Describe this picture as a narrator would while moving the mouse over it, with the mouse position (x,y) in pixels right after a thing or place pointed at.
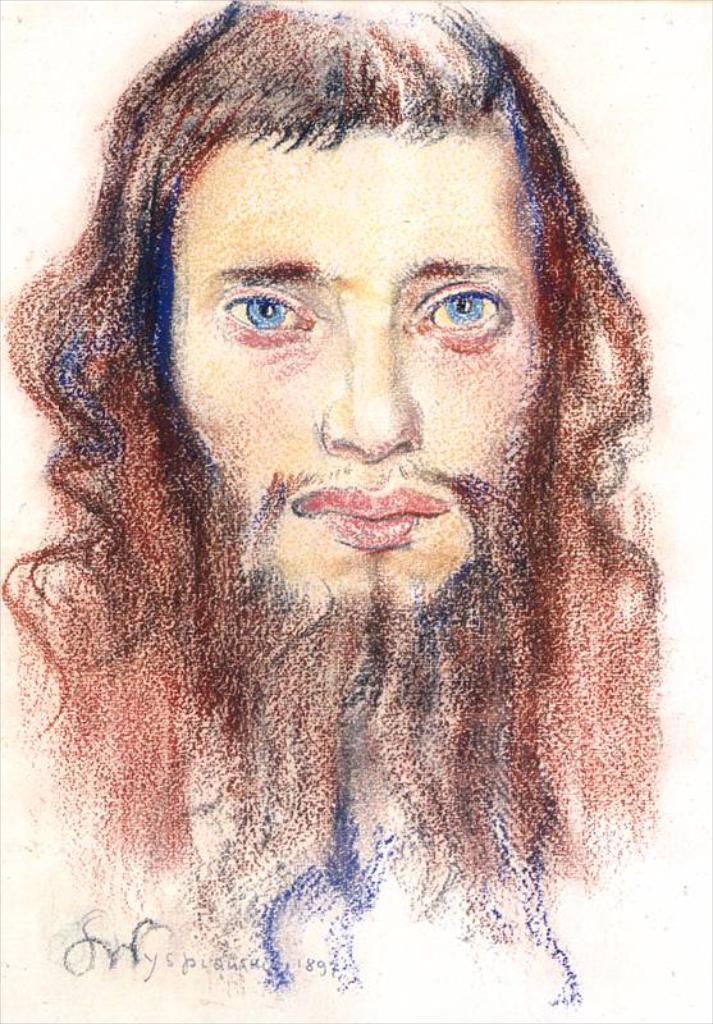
In this picture, we can see an art (306,532) and some text (88,937) at bottom side of the picture (152,932).
